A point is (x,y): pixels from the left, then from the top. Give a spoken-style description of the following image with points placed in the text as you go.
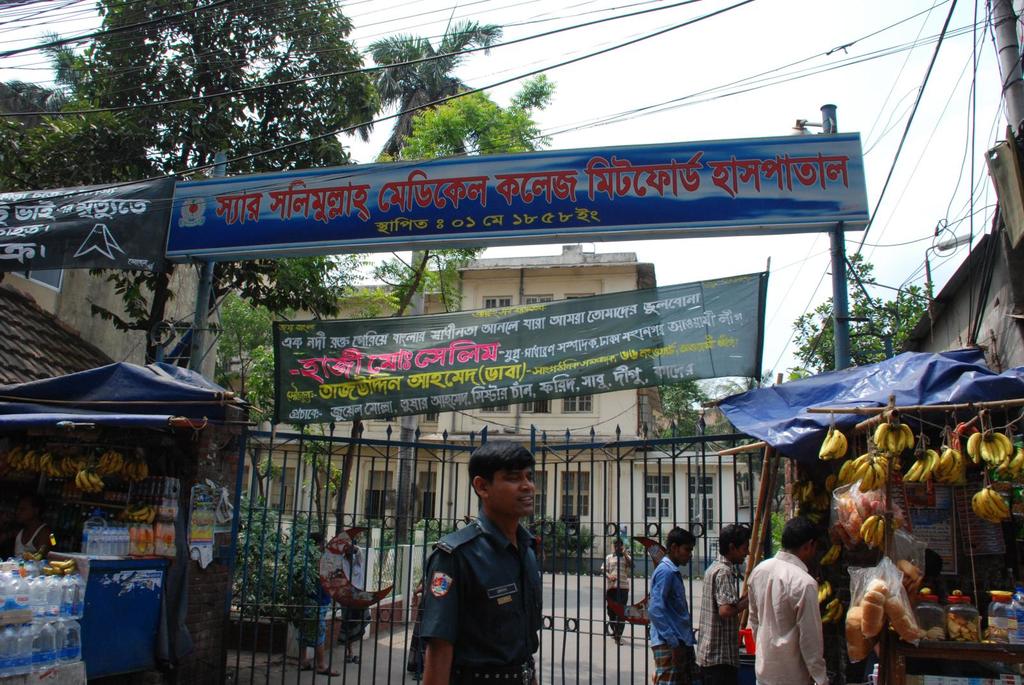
In this image, there is an outside view. There are group of people (670,599) standing and wearing clothes (487,546). There is a banner (524,355) and gate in the middle of the image (356,353). There is a shop (99,488) in the bottom left (185,564) and in the bottom right of the image (877,593). There are some trees (183,128) in the top left of the image (143,132). There is a sky (629,90) at the top of the image (628,92). There is a building (604,274) behind the gate (572,461).
